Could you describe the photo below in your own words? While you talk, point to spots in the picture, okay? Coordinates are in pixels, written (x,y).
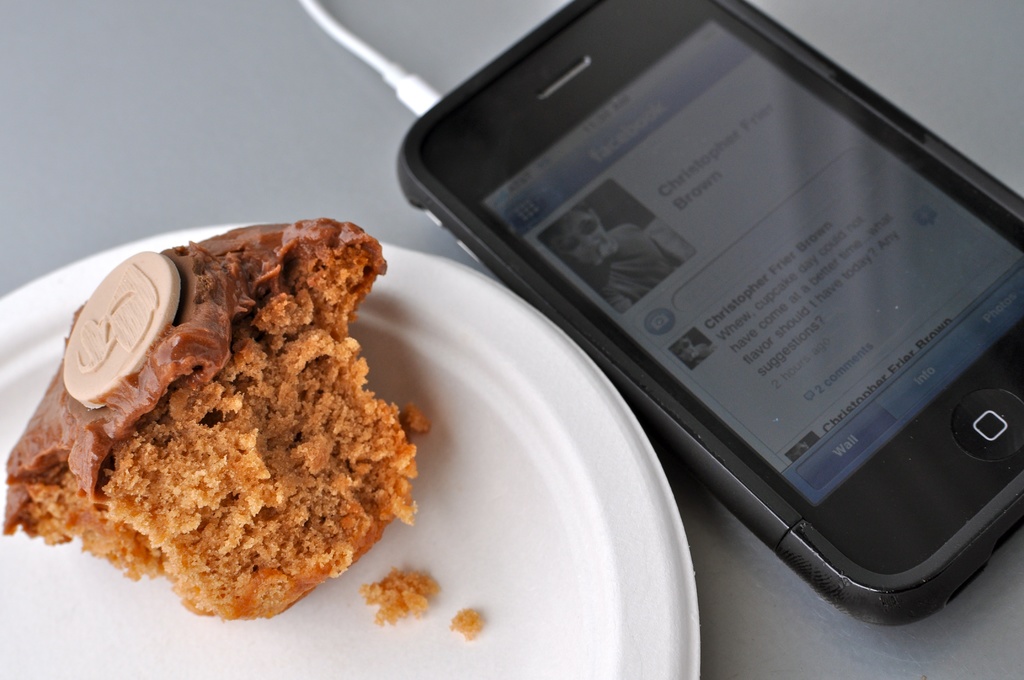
In this picture we can see a mobile (552,211), cable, a plate (459,538) which contains food (236,430) are present on the surface (165,97).
